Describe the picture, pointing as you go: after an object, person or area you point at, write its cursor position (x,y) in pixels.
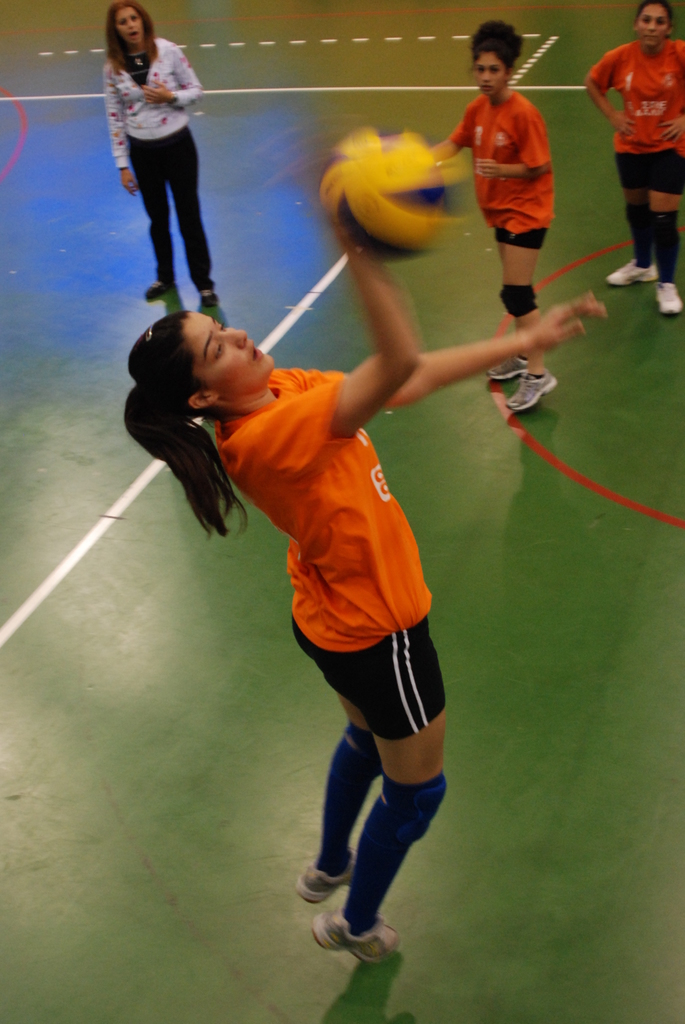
A woman volleyball player (383,493) is hitting the ball (362,226). Two other players (523,181) are watching her along with another woman (150,95).
